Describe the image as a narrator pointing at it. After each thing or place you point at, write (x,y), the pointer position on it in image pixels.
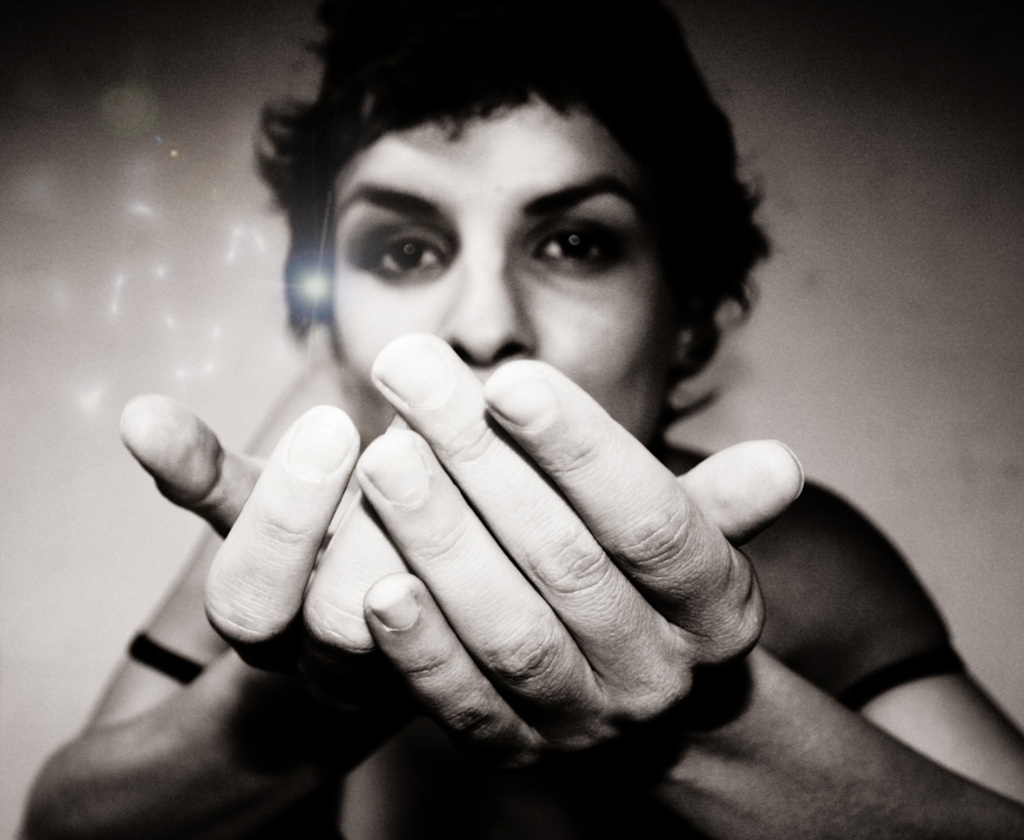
This is a black and white picture. In this image, we can see a person (716,695). On the left side of the image (321,288), we can see sparkles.
